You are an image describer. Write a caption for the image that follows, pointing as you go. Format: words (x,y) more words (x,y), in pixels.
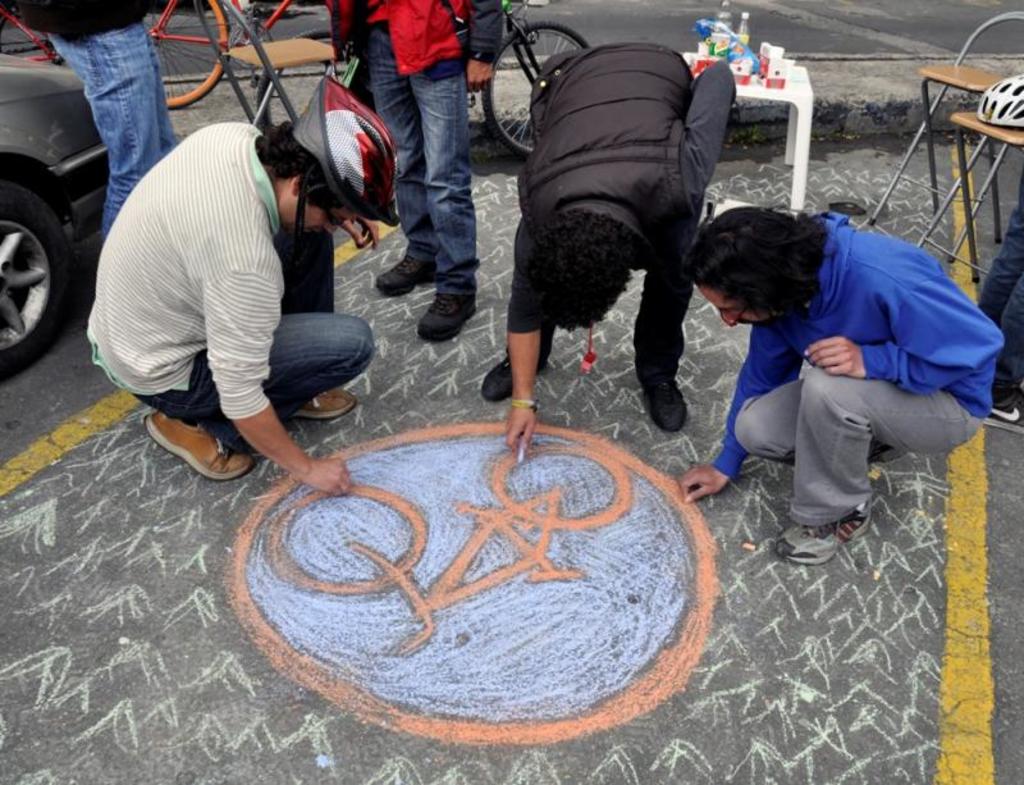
In this image there are three people (520,437) drawing a cycle (510,571) on the road (620,659). Behind them there are two other people (423,28). On the right side of the image (922,237) there are chairs (935,180). There is a table (803,115). On top of it there are a few objects (751,54). There are cycles (554,41) and there is a car (68,263).
